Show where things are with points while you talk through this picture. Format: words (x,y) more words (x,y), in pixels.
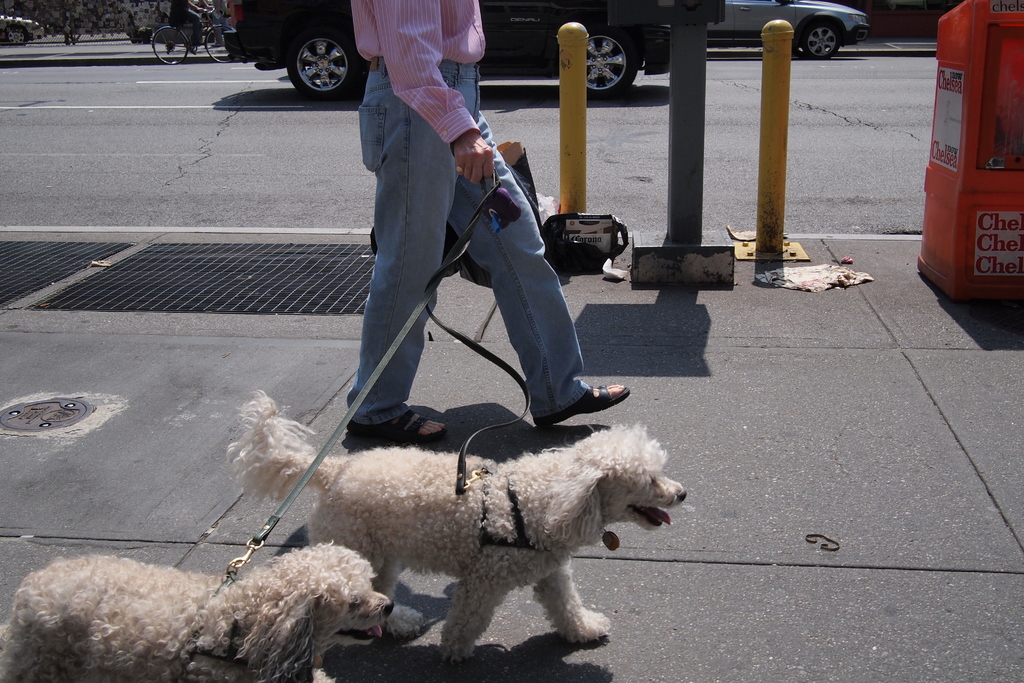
In the center of the image (412,262) we can see two dogs (298,598) and one person (427,257) walking. And we can see the man (412,416) holding belts (396,348), which are tied to the dogs (346,527). In the background (852,11), we can see a few vehicles (852,11) on the road (551,95). And we can see one person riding a cycle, one orange color box (932,194), poles (759,207), bags (564,227), banners (950,81) and a few other objects (551,210). On the banners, we can see some text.
